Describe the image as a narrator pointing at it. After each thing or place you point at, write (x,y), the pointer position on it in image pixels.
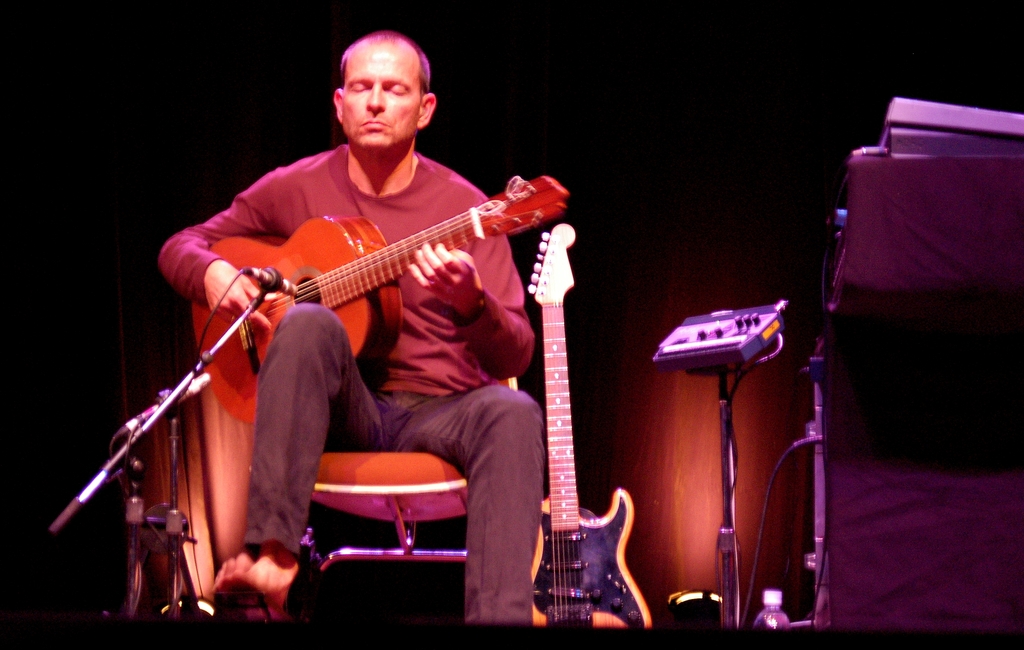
In this picture there is a man (422,282) who is wearing a brown shirt (426,229) and is playing a guitar (366,283). He is sitting on the chair (370,479). There is a mic (268,281) in front of this man (235,300). There is another musical instrument (698,341) to the right (698,352).
